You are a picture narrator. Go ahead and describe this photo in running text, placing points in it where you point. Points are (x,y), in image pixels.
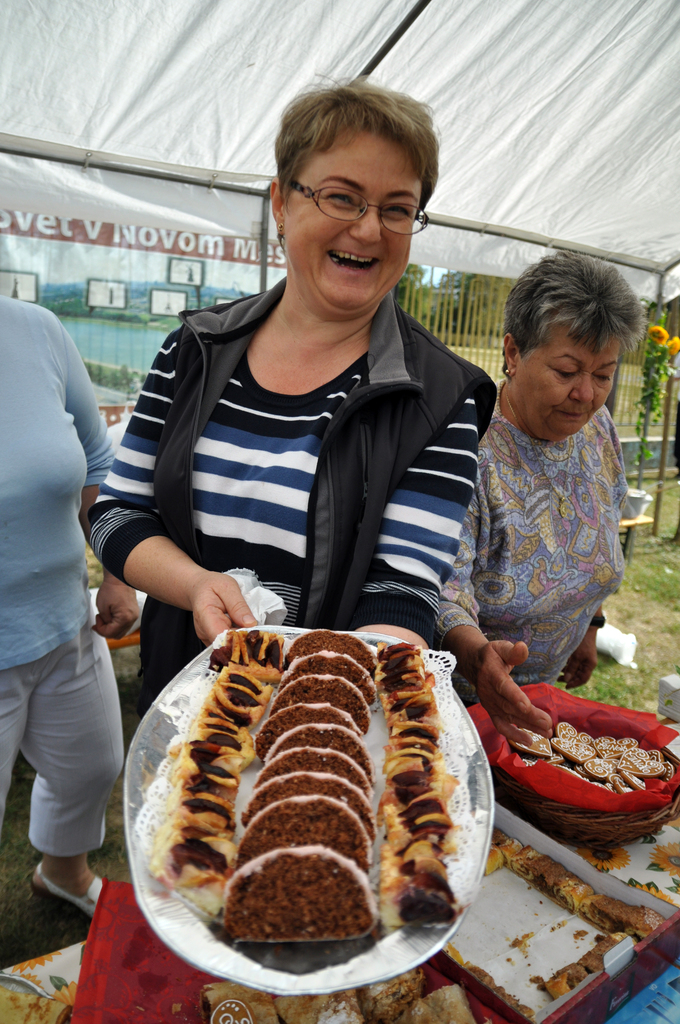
In the background (481,291) we can see trees (457,288), grass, fence (663,351). We can see people (562,354) under the tent (554,60). We can see a person (375,216) wearing spectacles (358,211) and holding a tray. We can see food items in a basket (637,812), box (544,851).
